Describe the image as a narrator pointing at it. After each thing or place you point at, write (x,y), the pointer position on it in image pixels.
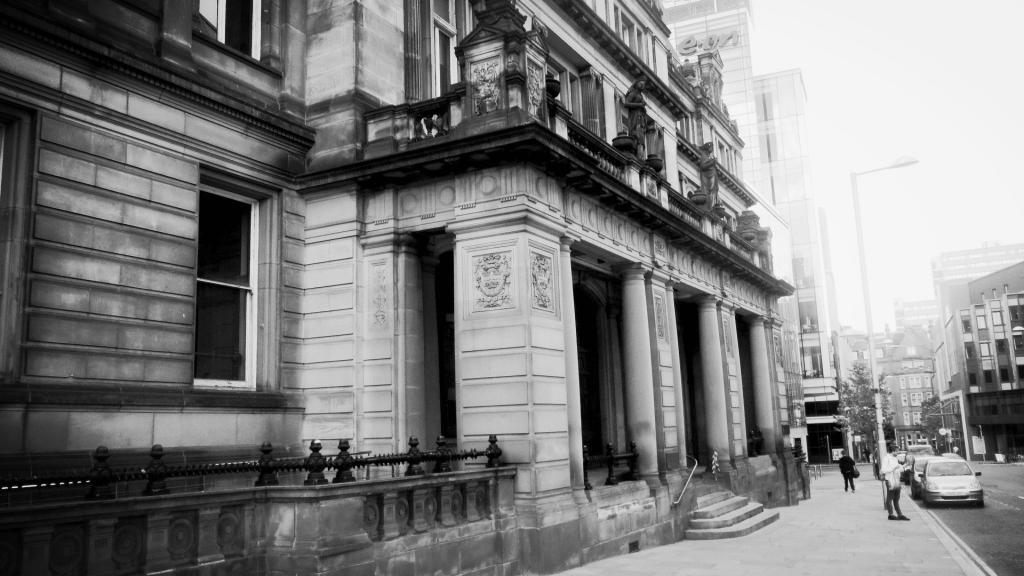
This is a black and white image. In this image, on the left side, we can see a building (577,407), pillars (468,265), staircase (718,517). In the middle of the image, we can see a group of people (896,492) and few cars (952,464) which are placed on the road (1002,494), street lights (881,416). On the right side (959,381), we can see a building (967,398). In the background (916,413), we can see some trees (867,401), buildings (912,375). At the top (954,57), we can see a sky (954,57), at the bottom (864,550), we can see a road (997,547) and a footpath (876,545).
